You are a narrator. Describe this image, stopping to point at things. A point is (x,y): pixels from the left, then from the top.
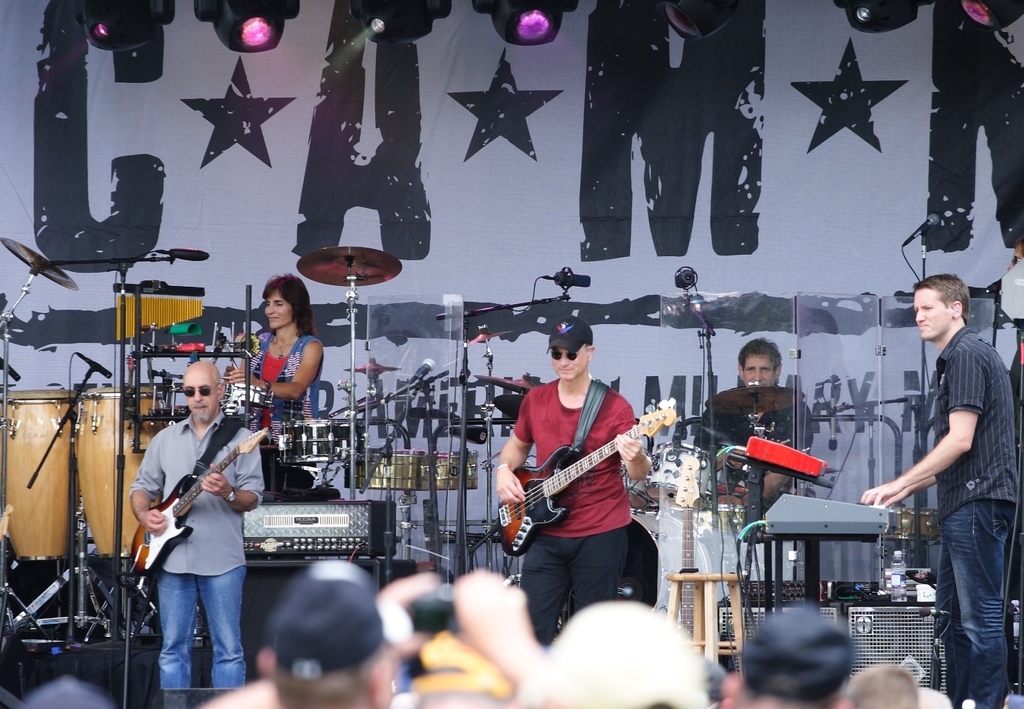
In this there are group of musicians (312,373) performing on the stage (434,475). The woman (283,371) in the background (283,377) is in front of the musical instrument (280,445). The man (217,488) at the left side (214,541) is standing and holding a musical instrument (180,513) in his hand (143,513). The person (578,502) in the red shirt (583,498) is holding a musical instrument (563,481) and standing. At the right side (994,437) the man (1008,472) is standing and playing a piano (829,526). At the top (144,22) there are lights (127,19). In the front (400,644) there are crowds (454,652) enjoying the performance.
